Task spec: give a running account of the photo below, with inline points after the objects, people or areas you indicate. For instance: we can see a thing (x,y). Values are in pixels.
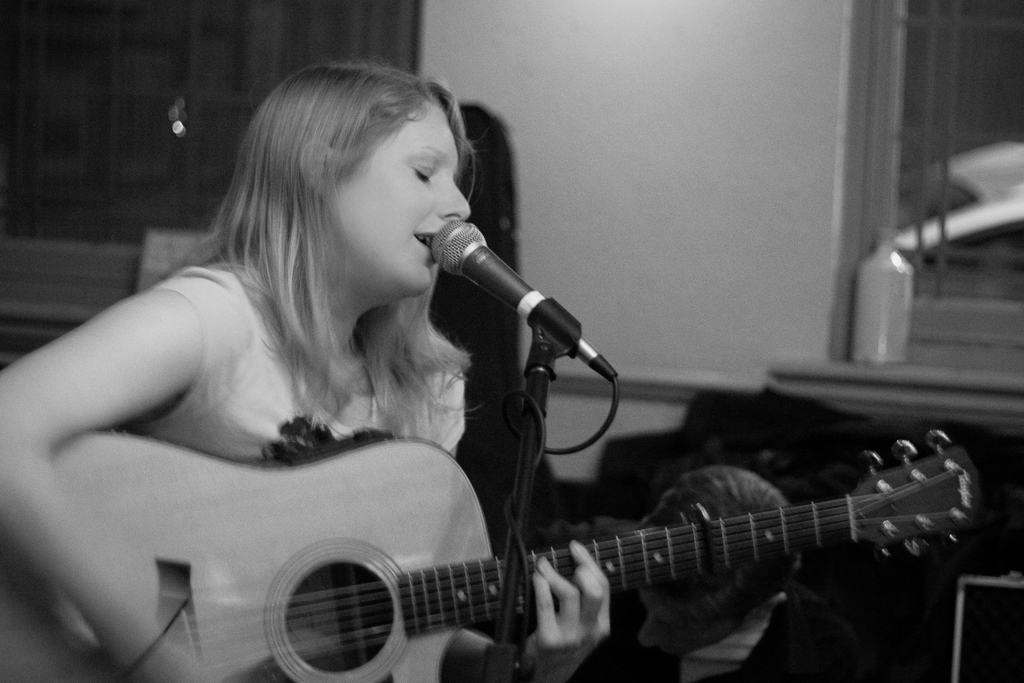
A girl (298,109) is singing with a mic (468,274) and playing a guitar (362,593).
